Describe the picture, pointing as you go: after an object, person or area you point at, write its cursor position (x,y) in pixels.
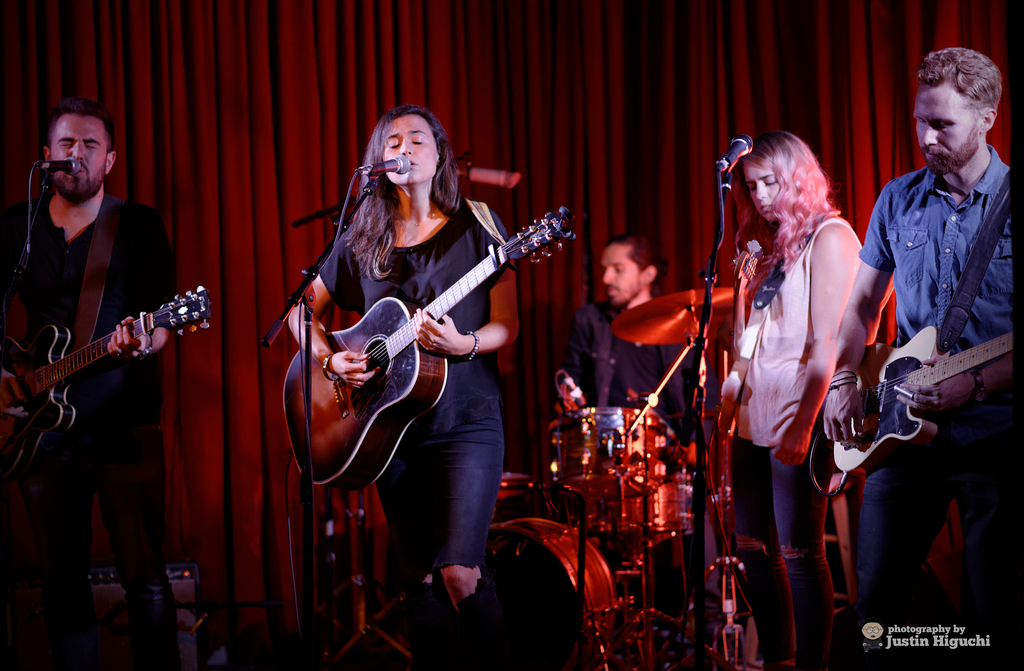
As we can see in the image there are five people (480,332). Behind them there is a red color curtain (254,119). Four of them are holding guitars (726,417) and this man (614,395) is playing musical drums (609,410).
